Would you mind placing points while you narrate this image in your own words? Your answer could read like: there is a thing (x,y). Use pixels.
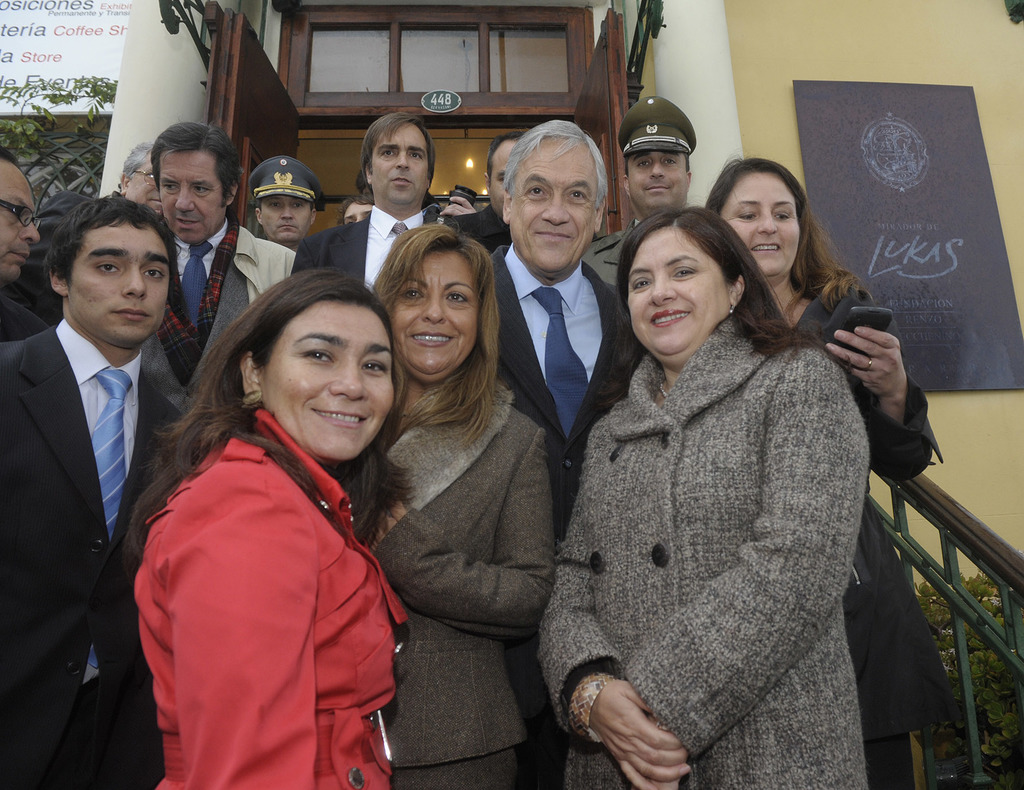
It seems like men (600,205) and women (584,639) are standing on the stairs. At the top of the image (428,92), we can see a door (620,89) and board (92,20). On the right side of the image (971,194), we can see a railing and a poster (867,185) on the wall (1019,506). We can see a plant (987,687) in the right bottom of the image (987,687). We can see the leaves (39,112) on the left side of the image (25,135).
